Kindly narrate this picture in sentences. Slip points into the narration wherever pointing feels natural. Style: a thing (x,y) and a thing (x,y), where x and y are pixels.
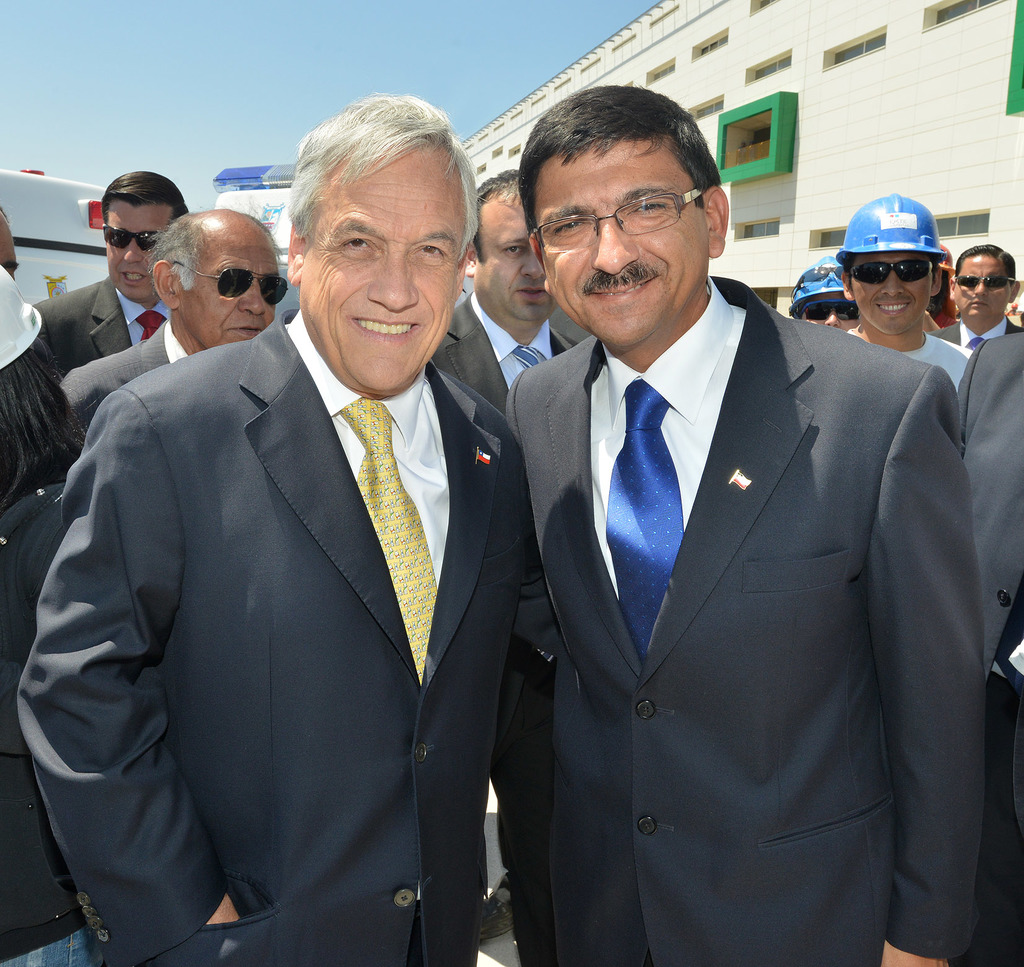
In this image I can see the group of people (504,557) with different color dresses (516,448). I can see few people (820,316) with helmets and few people (841,302) with goggles (849,313). In the background (488,140) I can see the building (613,35), few vehicles (32,261) and the sky (85,164).
